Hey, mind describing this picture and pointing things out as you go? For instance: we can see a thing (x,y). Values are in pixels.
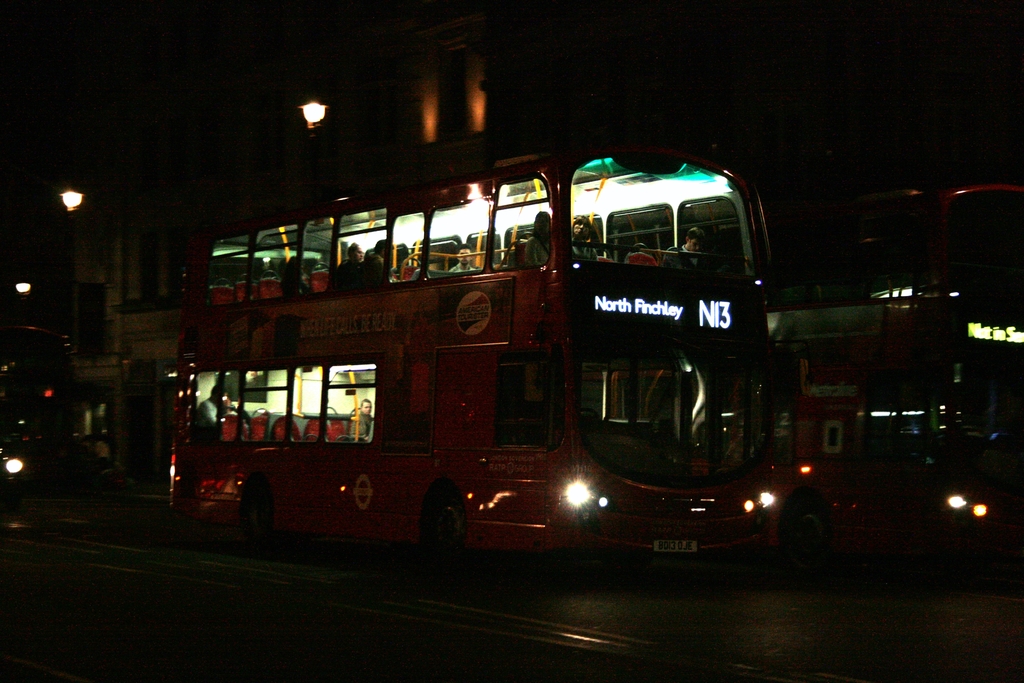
In the image we can see a vehicle (568,274) on the road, these are the headlights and number plate (659,543) of the vehicle (652,529). We can even see a building (377,125) and the windows (447,131) of the building (273,115), this is a light pole (312,142). There are people (381,278) in the vehicle (353,383) and they are wearing clothes (362,284).
